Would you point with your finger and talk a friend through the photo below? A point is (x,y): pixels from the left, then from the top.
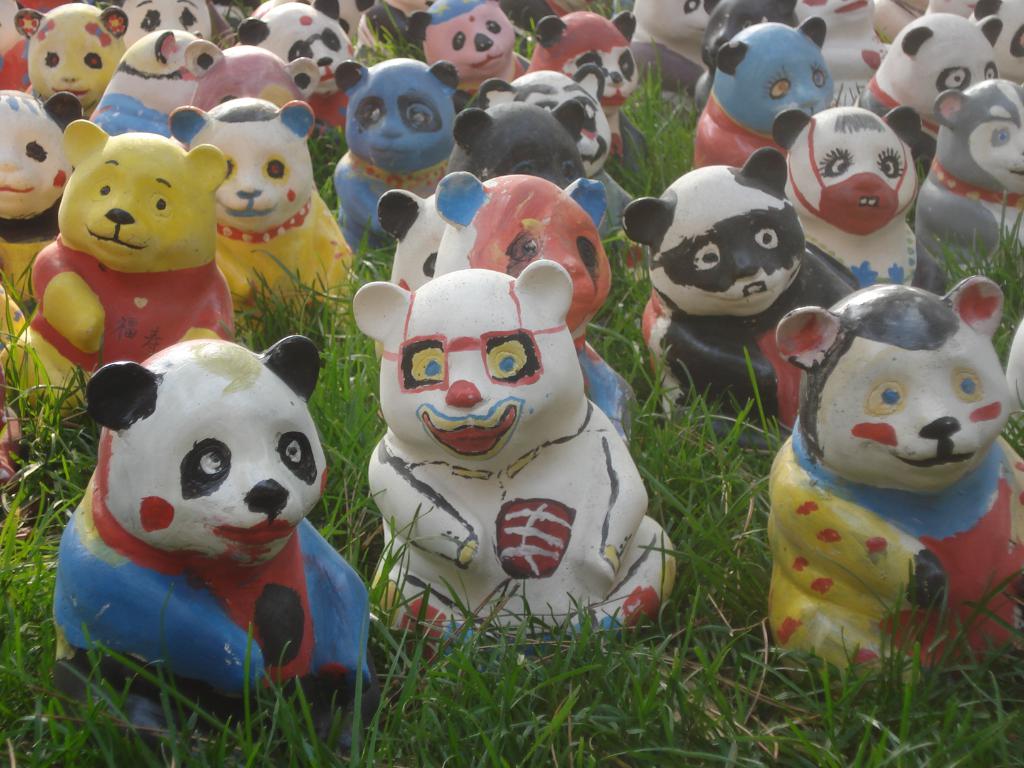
In this picture we can see different colors toys (439,78). On the bottom (548,718) we can see grass (548,718).
